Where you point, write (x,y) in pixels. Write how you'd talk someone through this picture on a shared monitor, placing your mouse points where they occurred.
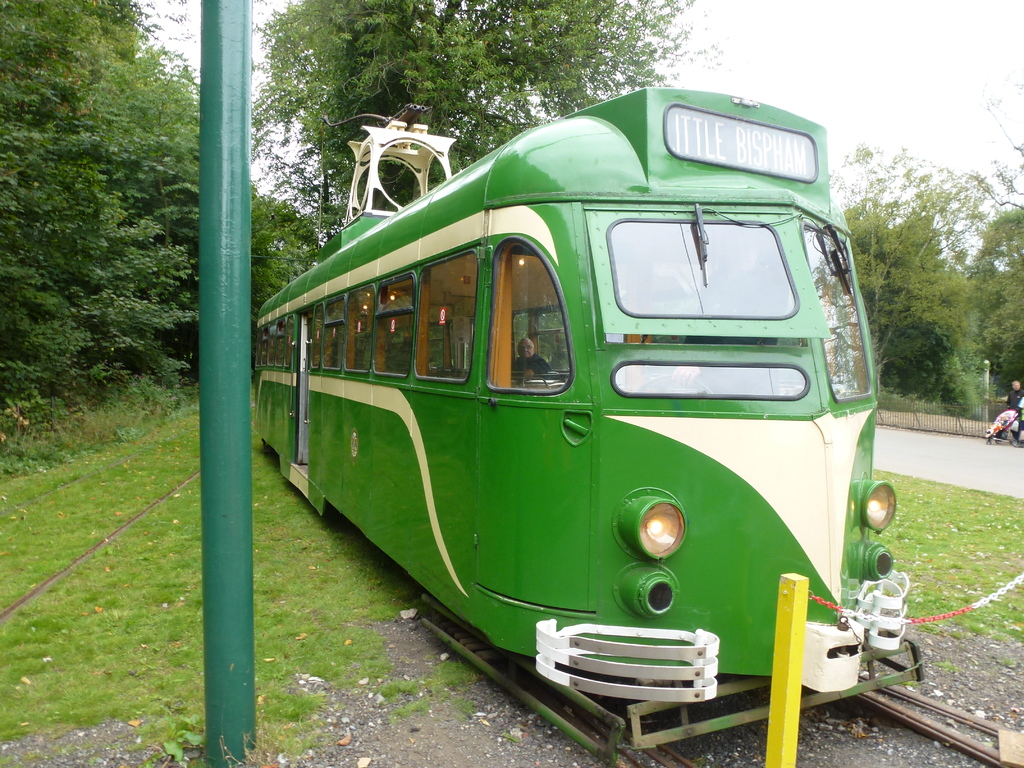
In this image a train (407,404) is on the track (928,725). A person (529,370) is inside the train (579,375). Left side (228,609) there is a pole (250,568) on the grassland (179,589). Right side (1014,444) there is a person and a baby trolley (1007,433) are on the road (996,459). Background (1021,289) there are few trees (94,330). Right top there is sky (864,70). Right bottom there is fence (779,646).
